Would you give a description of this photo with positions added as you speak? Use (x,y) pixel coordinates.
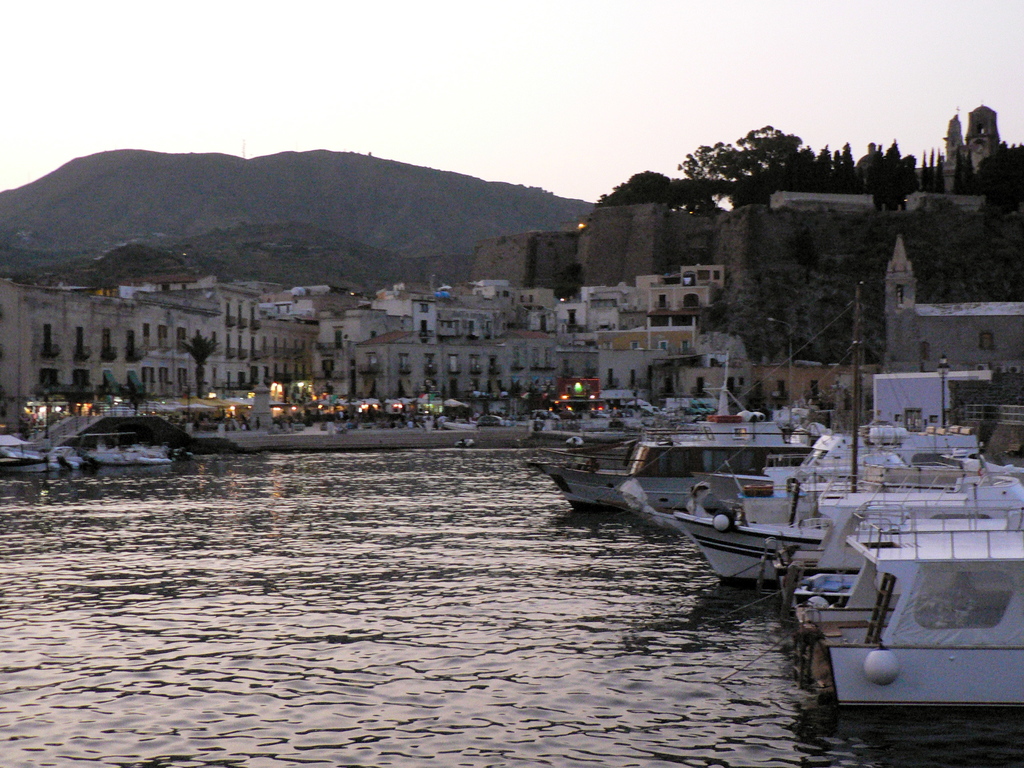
In this picture we can see some ships (963,494) are in the water (454,603), around we can see buildings (693,272), trees (850,162), hills (349,244).
